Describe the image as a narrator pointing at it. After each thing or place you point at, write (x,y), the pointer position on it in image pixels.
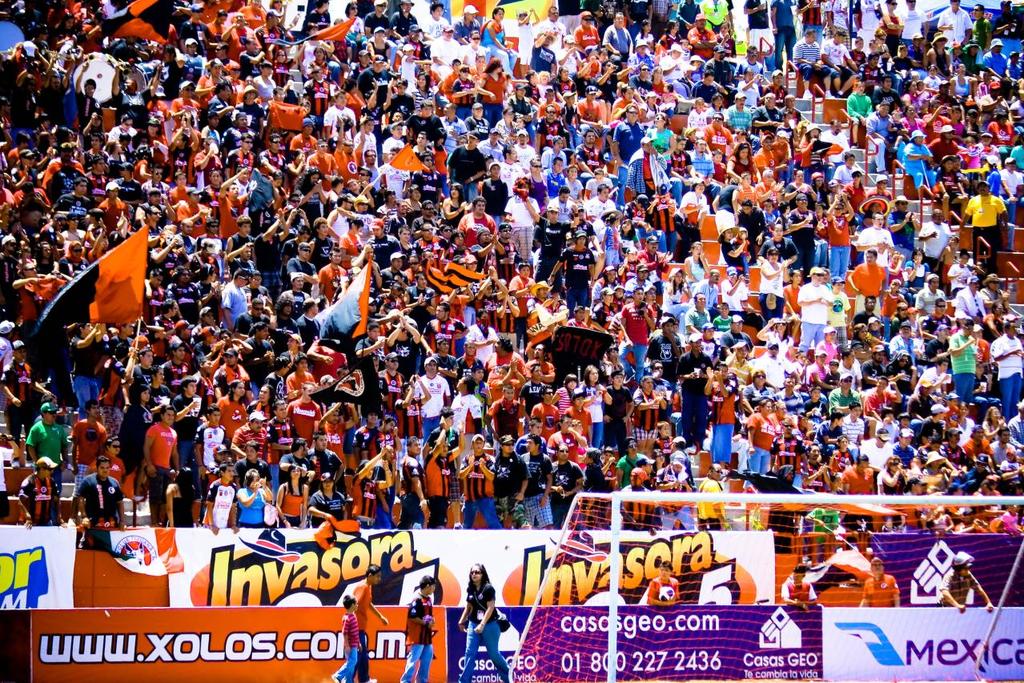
At the bottom of the image (375,611) there are four persons (424,612) standing and also there is a goal post (614,565). Behind them there are banners (717,605). And there is a crowd (476,399). There are few people (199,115) holding flags (92,307) in their hands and also there are steps (1023,242) and railings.
